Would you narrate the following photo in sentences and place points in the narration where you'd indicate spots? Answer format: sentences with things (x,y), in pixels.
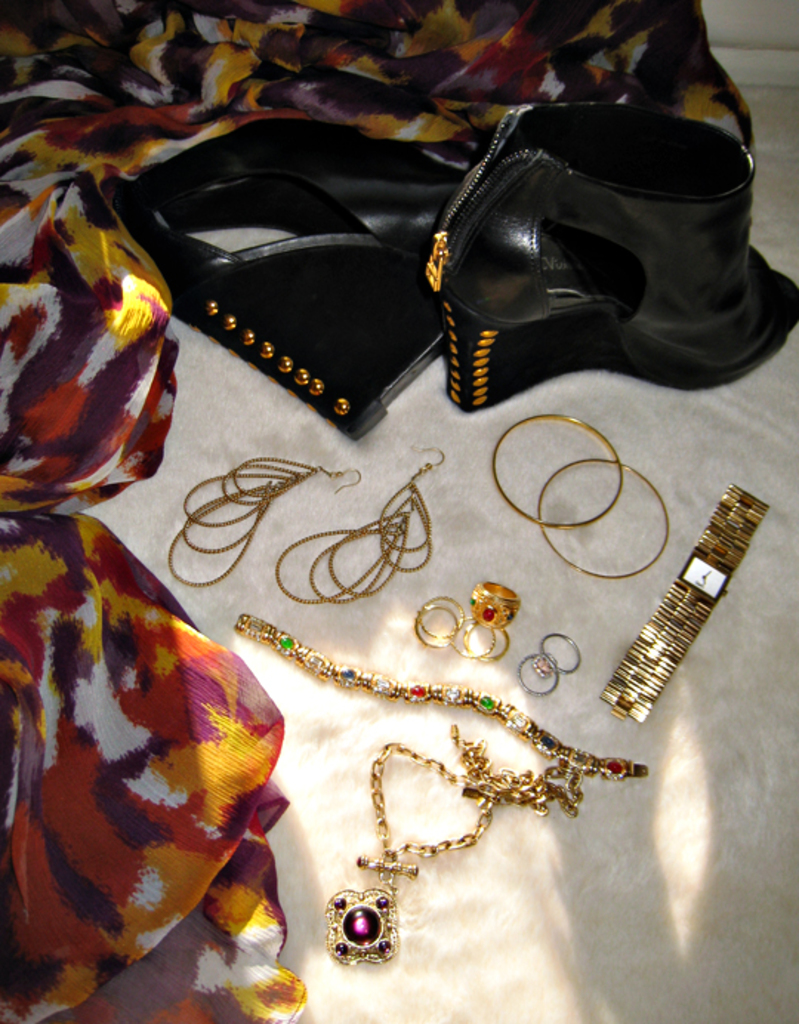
This image is taken indoors. At the bottom of the image (631,843) there is a towel (786,410) and there is a scarf (69,624), high heels (473,260), earrings (213,552), bangles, a watch (696,565), rings (495,646), a chain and a bracelet (343,667) on the towel (329,631).
